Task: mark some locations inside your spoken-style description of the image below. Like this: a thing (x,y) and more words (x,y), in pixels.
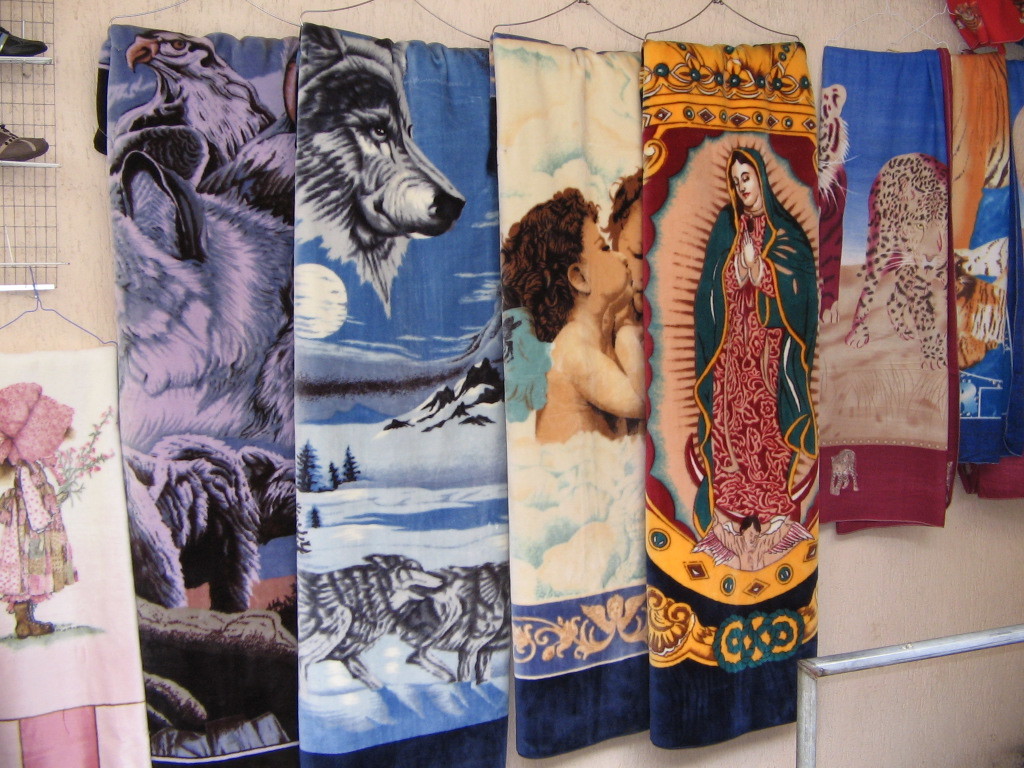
In this image there are a few blankets (549,310) with different prints (362,368) on them are hanged to the hanger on the wall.
